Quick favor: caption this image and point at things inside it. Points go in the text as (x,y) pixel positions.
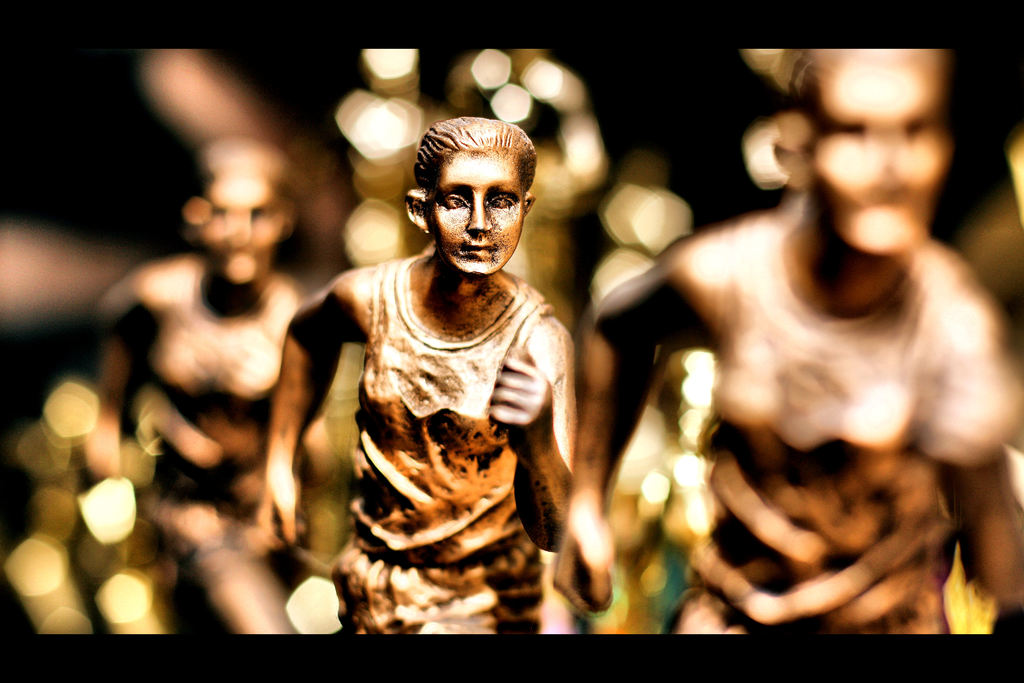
This picture seems to be an edited image. In the foreground (806,283) we can see the sculptures (438,266) of persons (254,453) seems to be running. The background of the image (389,102) is blurry.
